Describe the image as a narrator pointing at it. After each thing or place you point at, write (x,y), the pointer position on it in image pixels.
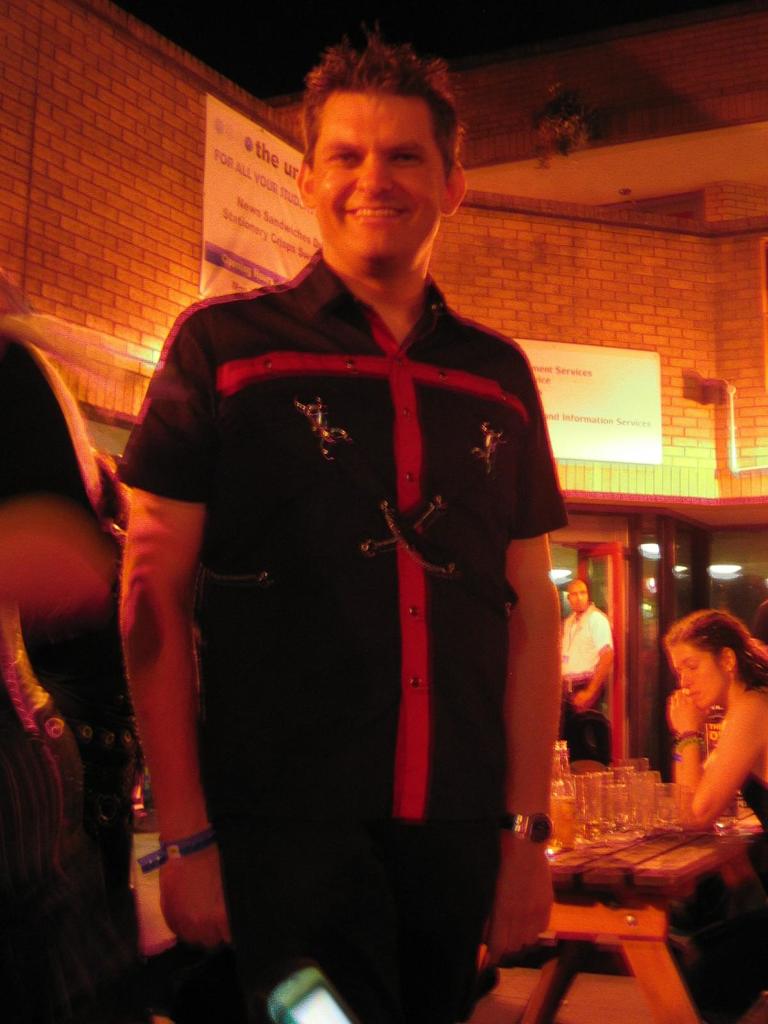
In this image I can see a man (535,642) is smiling, he wore shirt (402,687), trouser (422,852) and a watch (523,826). On the right side (606,806) there is a woman (752,650), there are wine glasses (584,796). Behind him there is the wall (87,275).
